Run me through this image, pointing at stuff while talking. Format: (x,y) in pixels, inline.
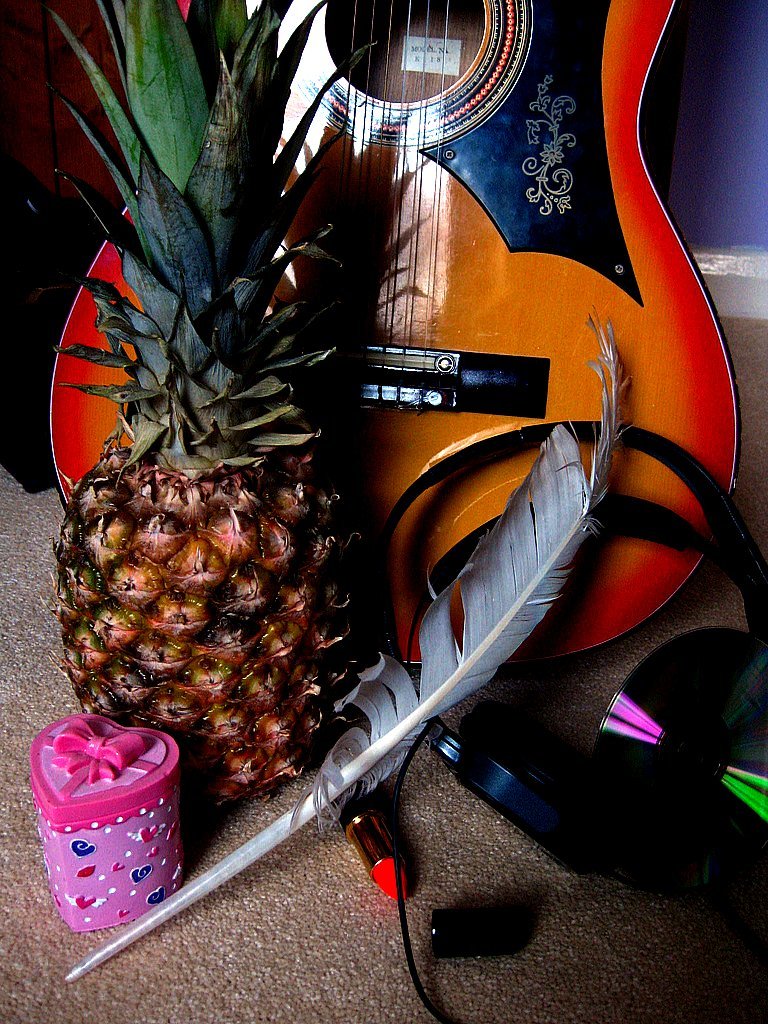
In the picture there is one gift box (158,857), feather (152,919), one cd (710,732) and headset (399,892) and a pineapple (270,638), behind them there is a guitar (522,334) in wood colour.
